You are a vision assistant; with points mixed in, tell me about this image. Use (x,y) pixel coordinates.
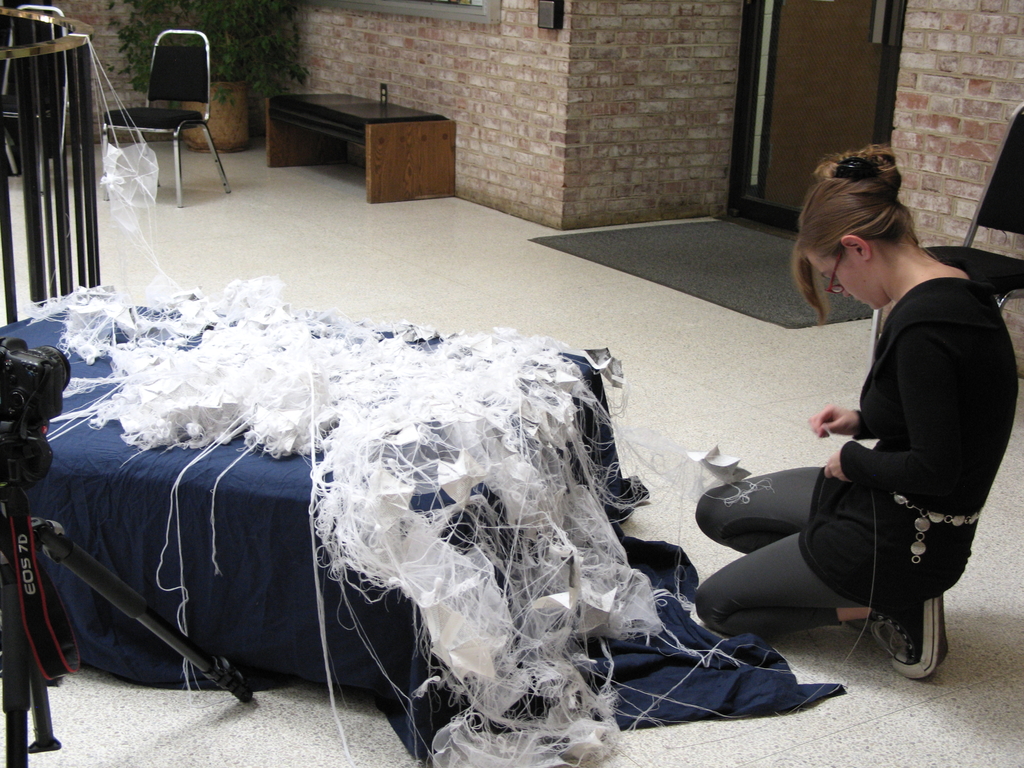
A lady (822,434) is sitting wearing specs (831,284) and holding a thread (752,483). There is a table (218,477). On the table (256,471) there are papers (723,466) and many threads (339,429). There is a camera (19,386) and a tripod stand (88,572). In the background (583,111) there is a brick wall (644,82), door (770,100), bench (409,113), chair (204,102) and a carpet (661,252).
